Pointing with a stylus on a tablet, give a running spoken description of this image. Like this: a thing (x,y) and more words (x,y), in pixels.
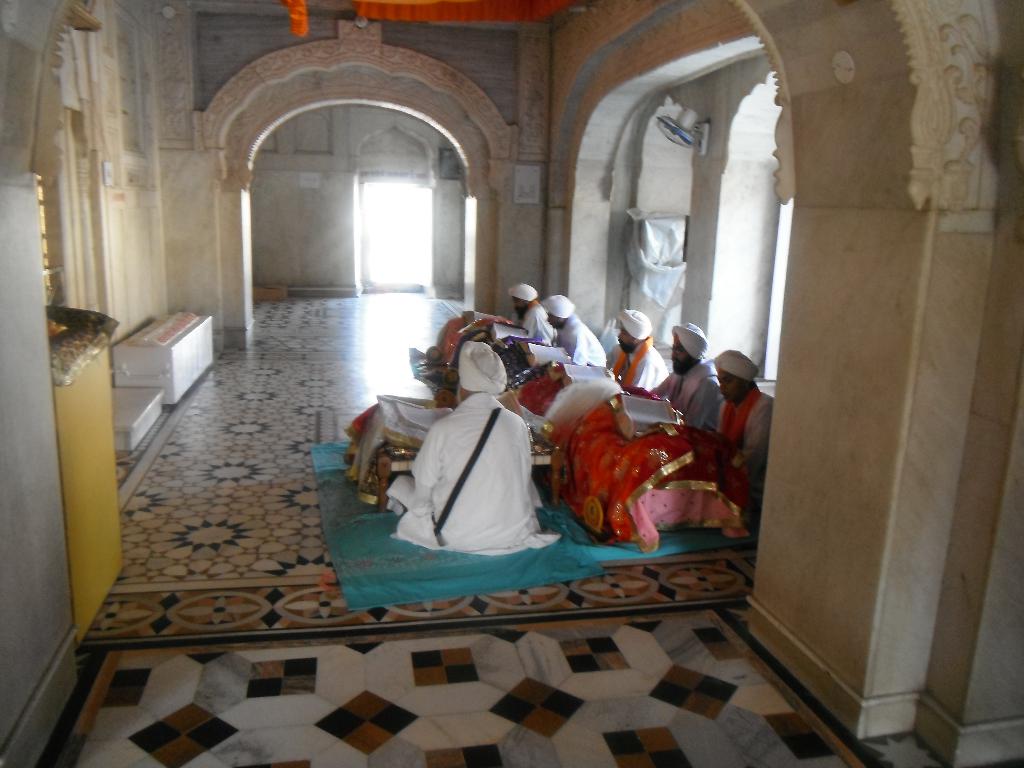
In this image there are people (488,385) sitting on a floor (390,672), beside them there are walls (695,181).
